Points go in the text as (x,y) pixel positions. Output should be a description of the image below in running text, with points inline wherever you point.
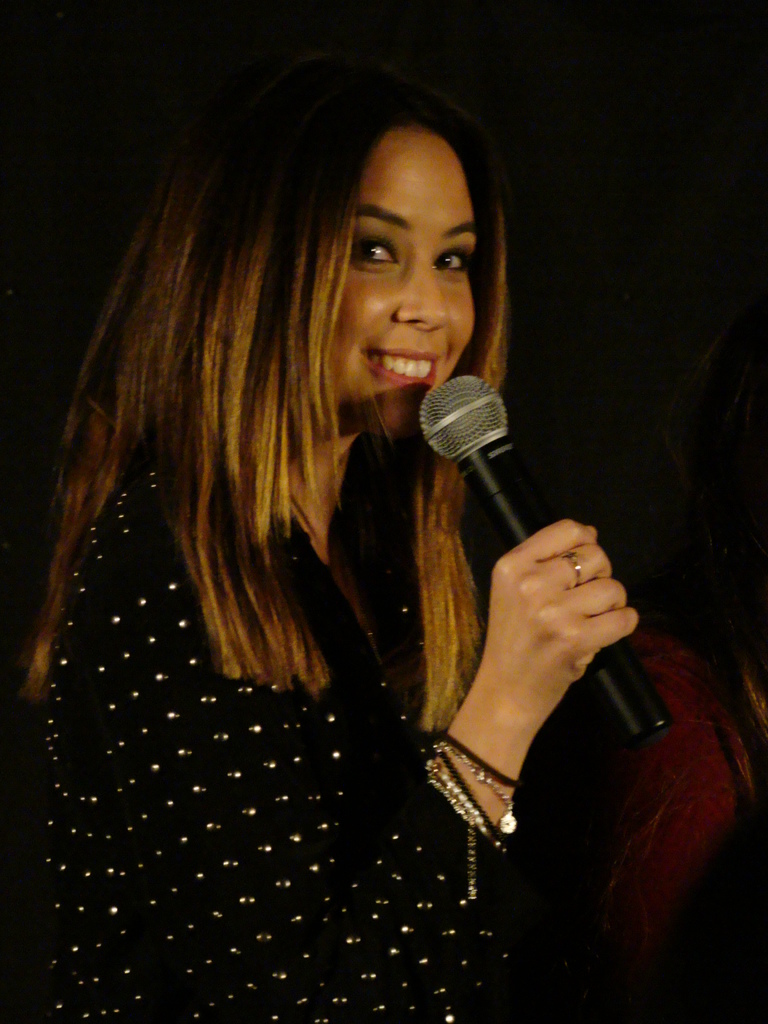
In this picture we can see woman (340,652) wore bracelet (444,754) holding mic (440,399) with her hand (481,754) and smiling and in the background (585,317) we can see it as dark.
